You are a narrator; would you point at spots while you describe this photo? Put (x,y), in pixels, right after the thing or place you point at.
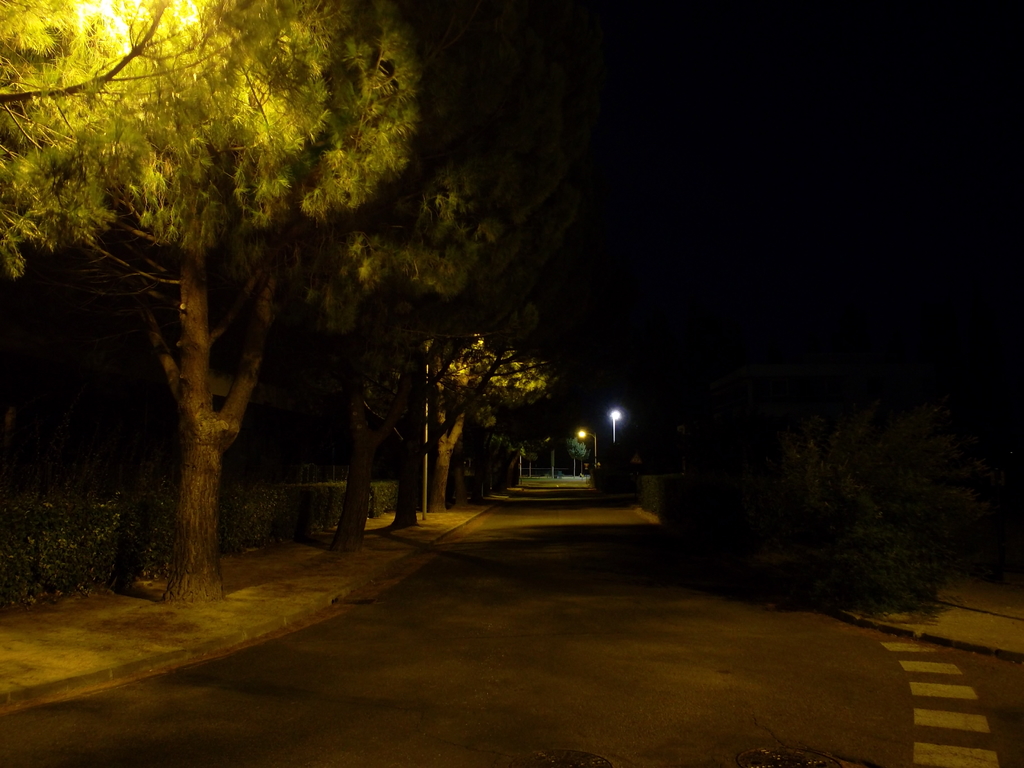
In this picture we can observe a road (604,595). There are some trees (399,212). In the background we can observe street lights (592,435).
